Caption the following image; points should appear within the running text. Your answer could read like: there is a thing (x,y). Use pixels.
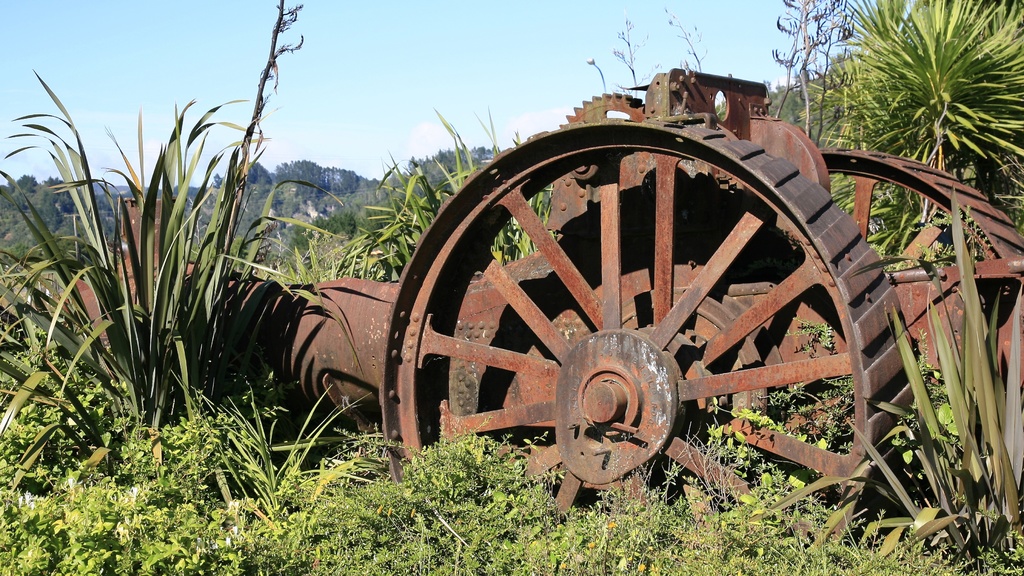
In this picture it looks like a machine (828,245) with the iron wheels (431,267). There are a few plants (84,264) visible at the bottom of the picture (17,549). We can see some trees (267,178) visible in the background (306,168). Sky (377,98) is blue in color.
